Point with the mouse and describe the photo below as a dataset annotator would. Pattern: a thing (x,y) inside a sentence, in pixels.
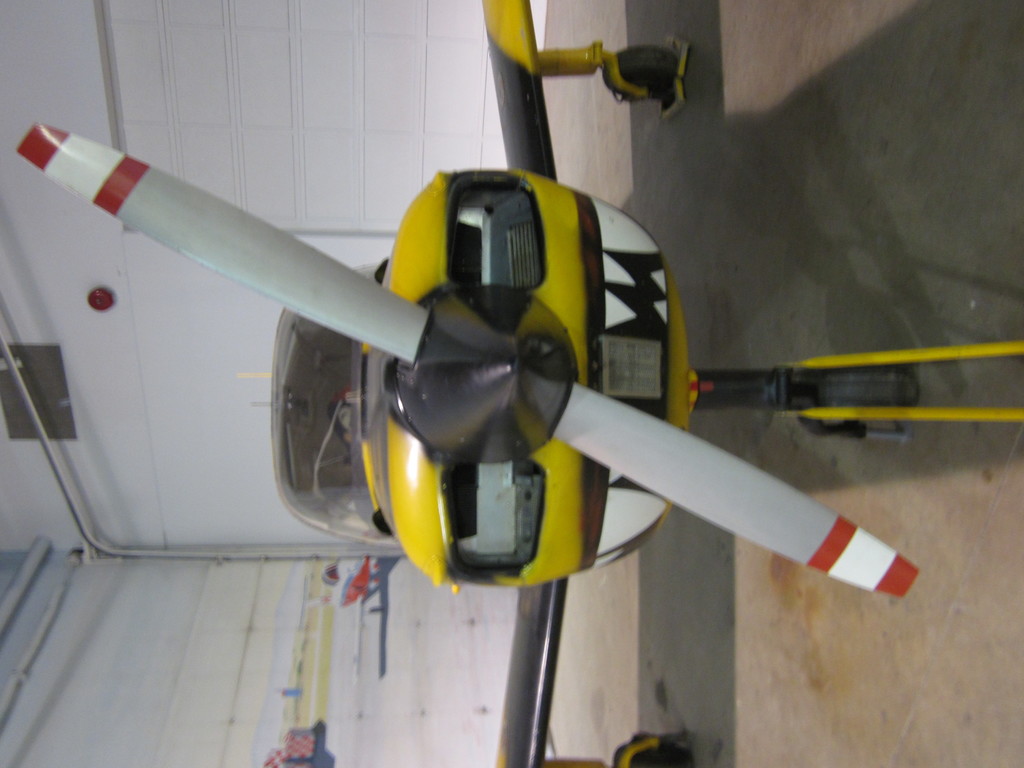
In this image we can see an airplane (525,547) on the land (819,646). On the backside (288,589) we can see some pipes (202,553) and a wall (212,474).
